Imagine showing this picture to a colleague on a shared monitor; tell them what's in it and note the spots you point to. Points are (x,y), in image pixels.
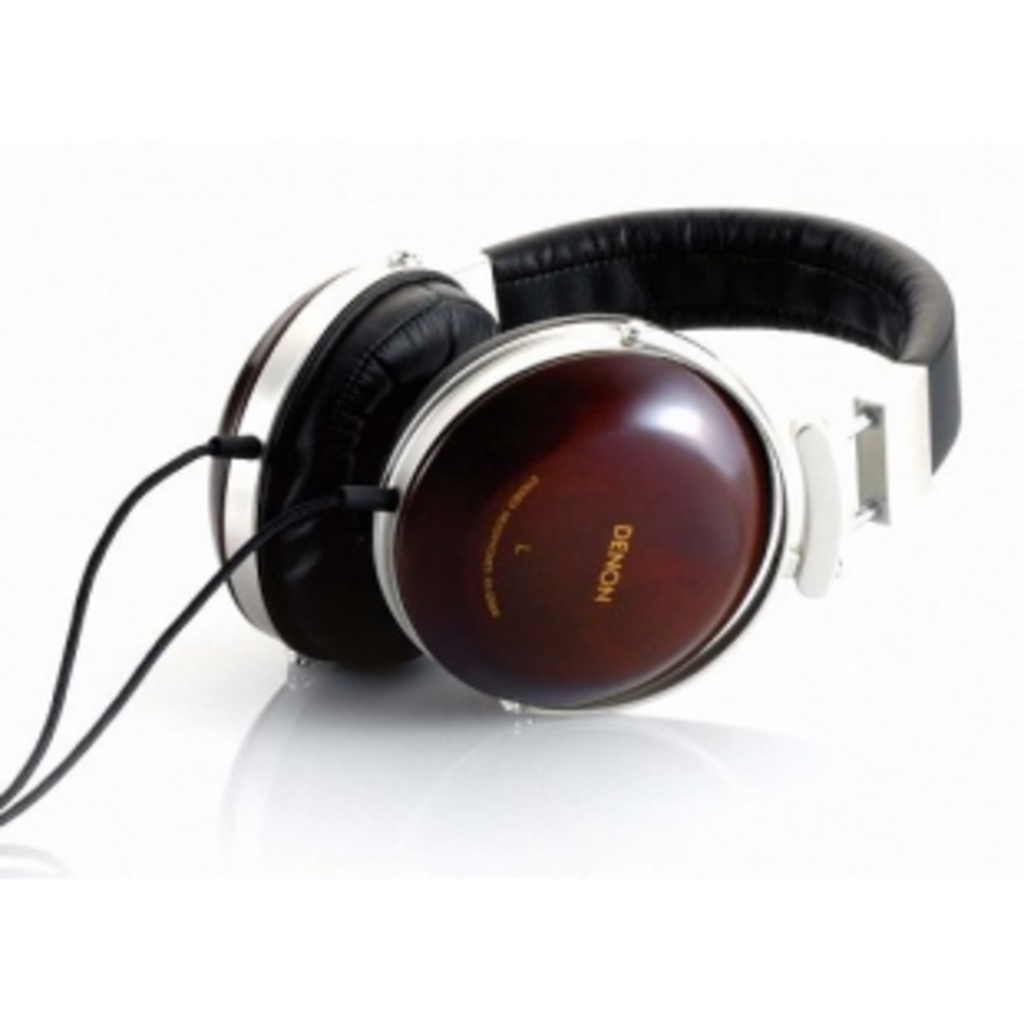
In this image I can see a headphone (458,560) of brown and black color. I can also see two wires (352,489) connected to headphone (312,448).
